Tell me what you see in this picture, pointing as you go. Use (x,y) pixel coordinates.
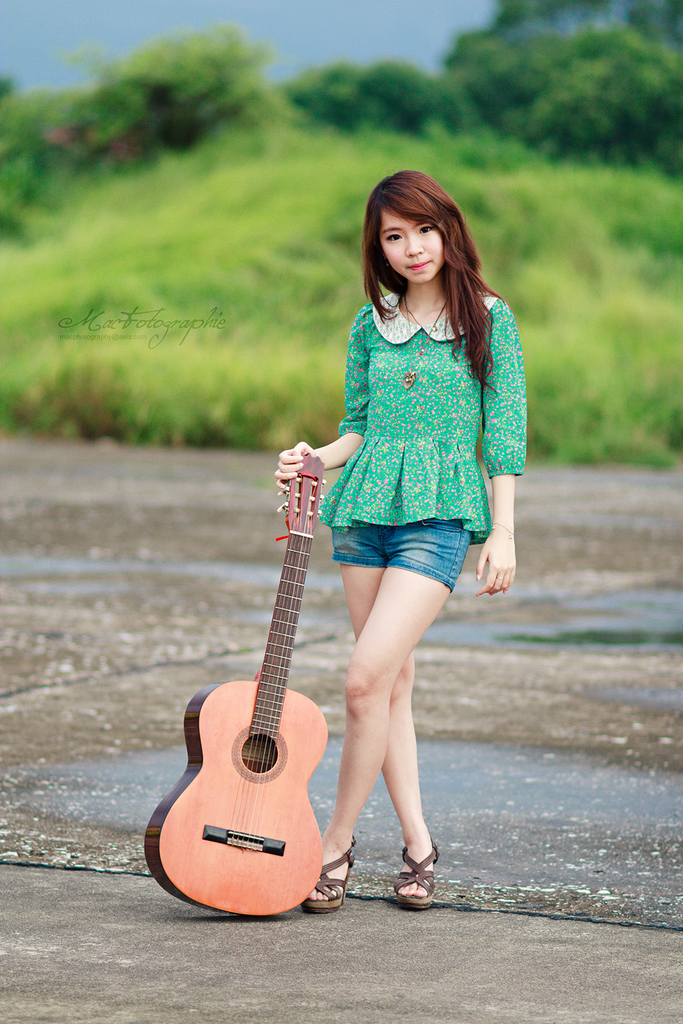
In this picture there is a girl (403,795) who is standing at the center of the image (319,471), by holding the guitar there are trees (91,55) behind the area of the image.
